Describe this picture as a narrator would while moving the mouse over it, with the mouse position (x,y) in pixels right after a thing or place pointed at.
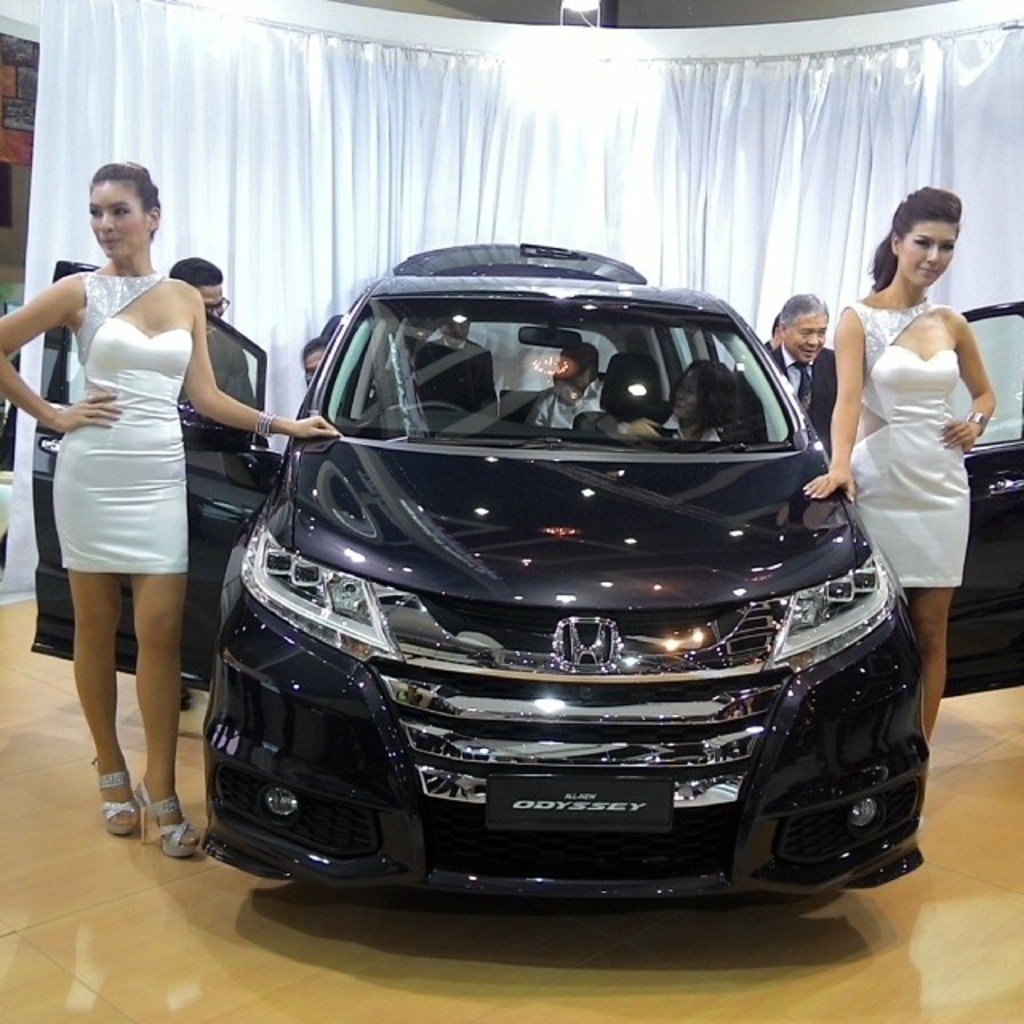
In this image there is a car (710,560), on either side of the car (577,504) there are two ladies (963,480) standing wearing a white dress (884,420), in the background (797,353) there are people (784,353) standing and there is a white curtain (820,69).
